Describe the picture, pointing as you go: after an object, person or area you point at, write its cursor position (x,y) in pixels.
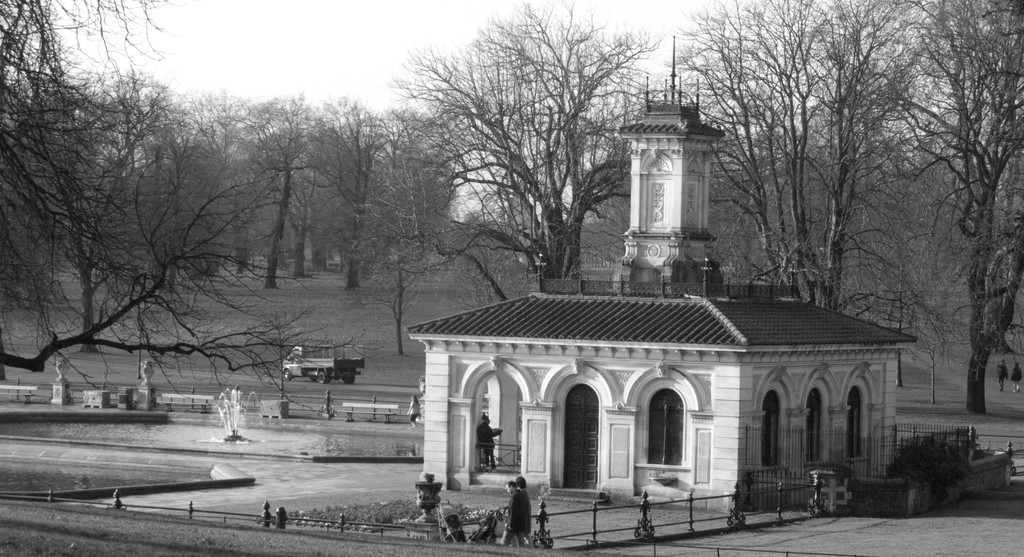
In this image there is sky (334,43), there are trees (405,164), there is a vehicle (351,362), there is road (204,382), there is fountain (238,415), there is a buildings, there are persons (521,511), there are plants (929,470).
